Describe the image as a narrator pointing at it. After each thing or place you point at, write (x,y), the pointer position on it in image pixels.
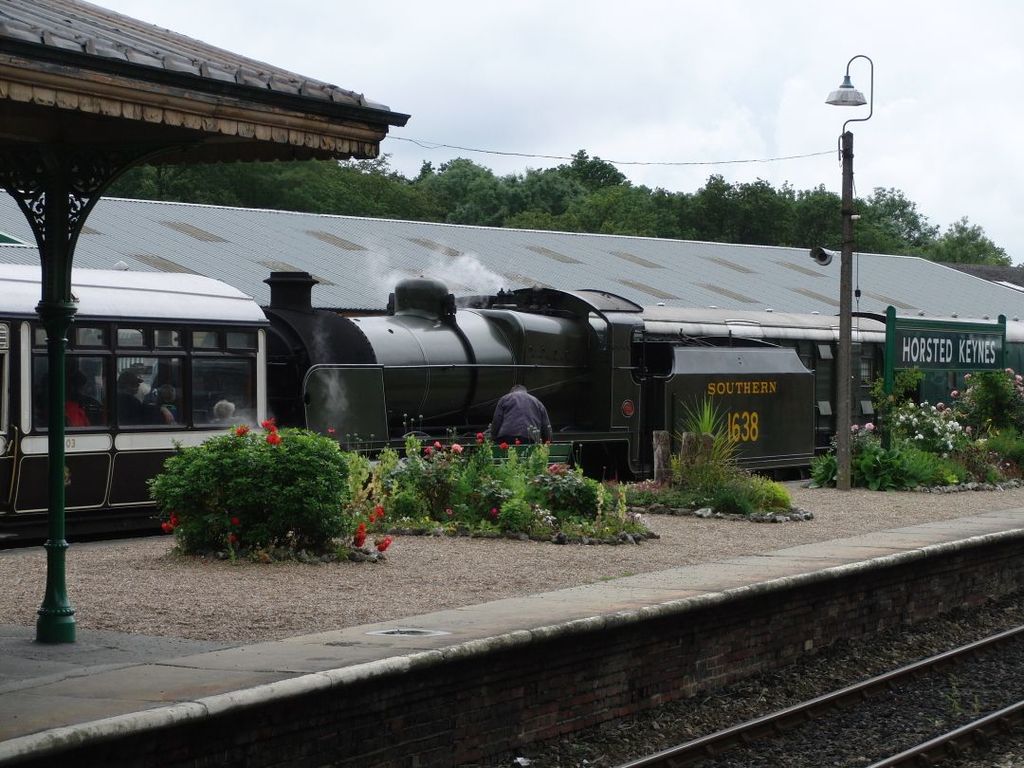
In the foreground of this image (527,345), there is a train (306,398), plants (726,482), a person (508,441) standing, pole (847,394) and a shed (58,77) on platform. On top (581,189), there are trees (608,189) and the sky (591,68). On right bottom corner (765,718), there is a track (896,683).
